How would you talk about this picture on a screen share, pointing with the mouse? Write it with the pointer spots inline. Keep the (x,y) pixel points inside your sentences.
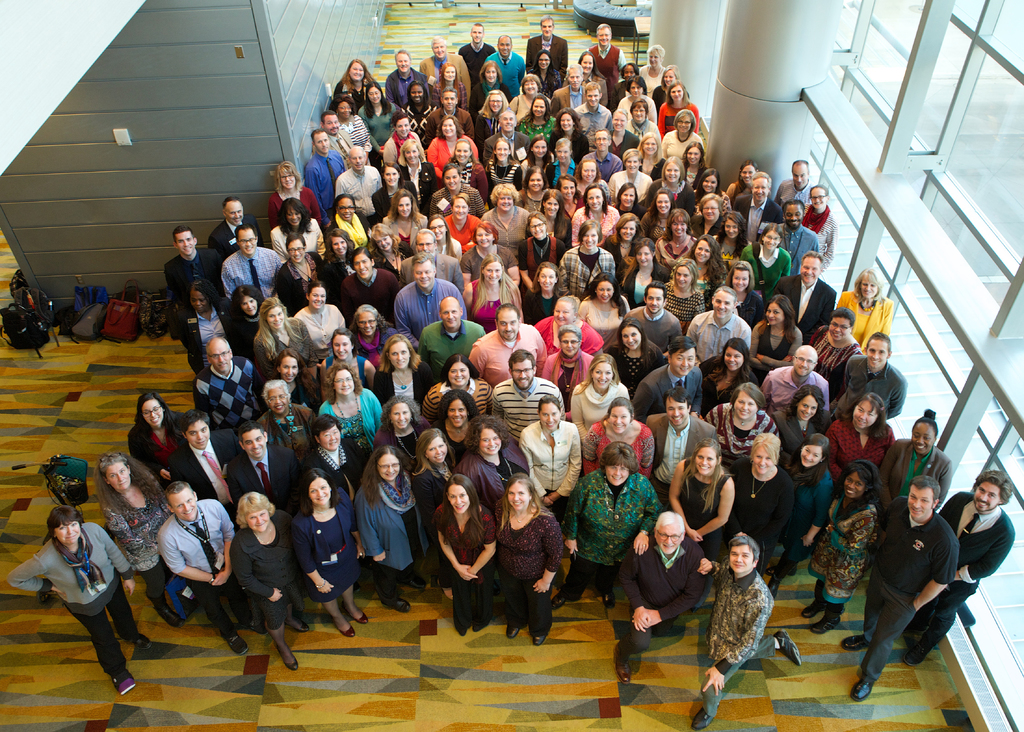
In this picture I see many people (649,537) standing on the floor (208,696) and it looks like picture is taken from the top and I see few bags (121,336) on the left side (26,337) on the floor (111,371) and glasses (1007,612) to the building (873,185) on the right side (942,320) and a table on the back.
